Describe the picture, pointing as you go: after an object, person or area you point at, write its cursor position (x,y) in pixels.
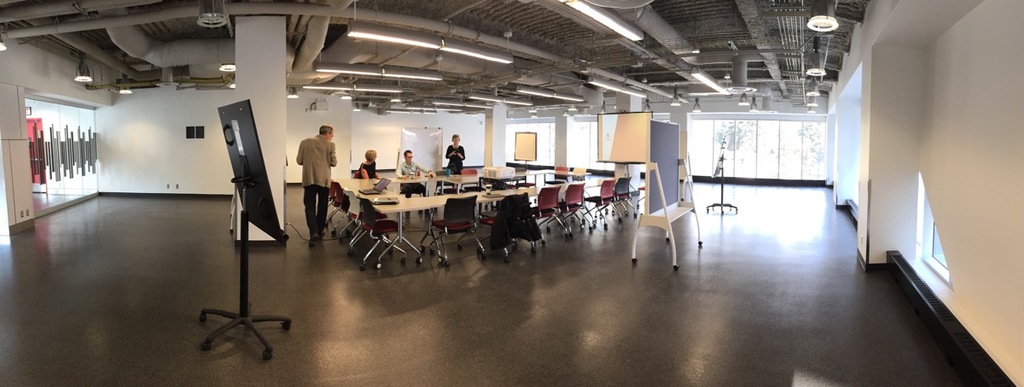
In this image I can see a few chairs (337,205) in front of the table (398,192). On the table (426,193) there are laptops (372,193). I can see two people (408,156) are sitting and two (304,173) are standing. To the left (244,131) there is a board (250,177) and to the right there is a screen (643,152) to the pillar (689,134). In the back (733,122) there is a glass (820,154) and lights (443,41) in the top (317,88).
